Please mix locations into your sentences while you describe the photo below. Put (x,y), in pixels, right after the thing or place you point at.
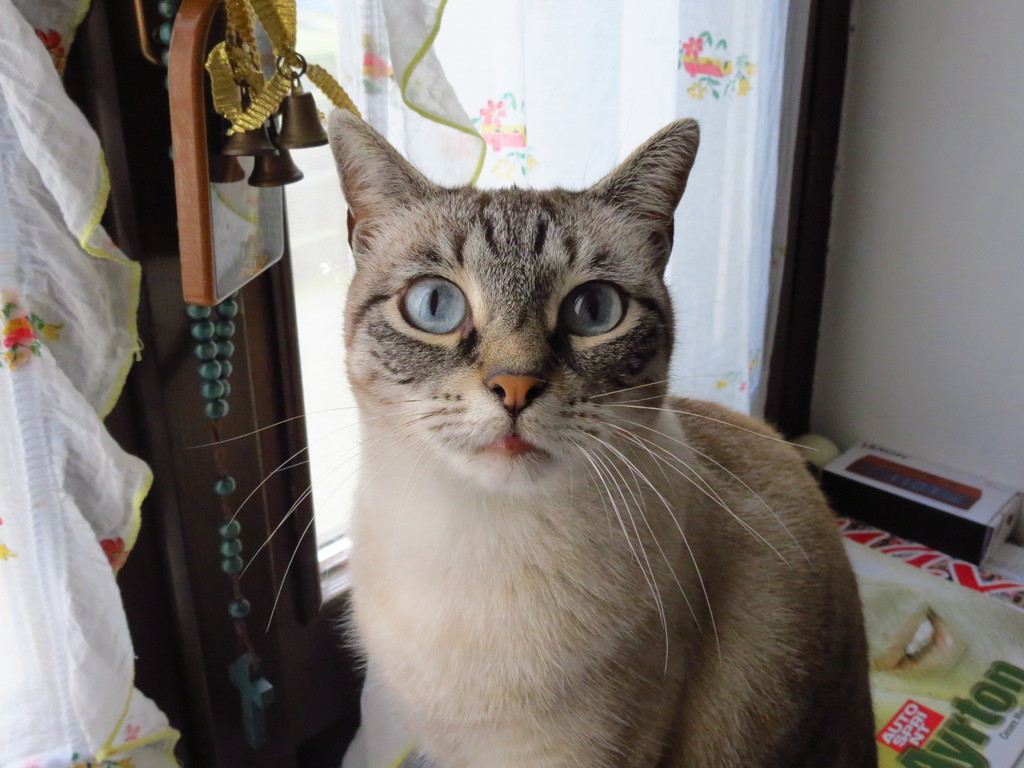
In this image there is a cat (567,499) in the middle (567,499). On the left side (216,217) top there is a mirror (204,157). In front of the mirror (217,232) there are bells (238,138). In the background (635,99) there is a window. At the bottom (946,561) there is a paper (946,561) on which there is a box (889,493).
